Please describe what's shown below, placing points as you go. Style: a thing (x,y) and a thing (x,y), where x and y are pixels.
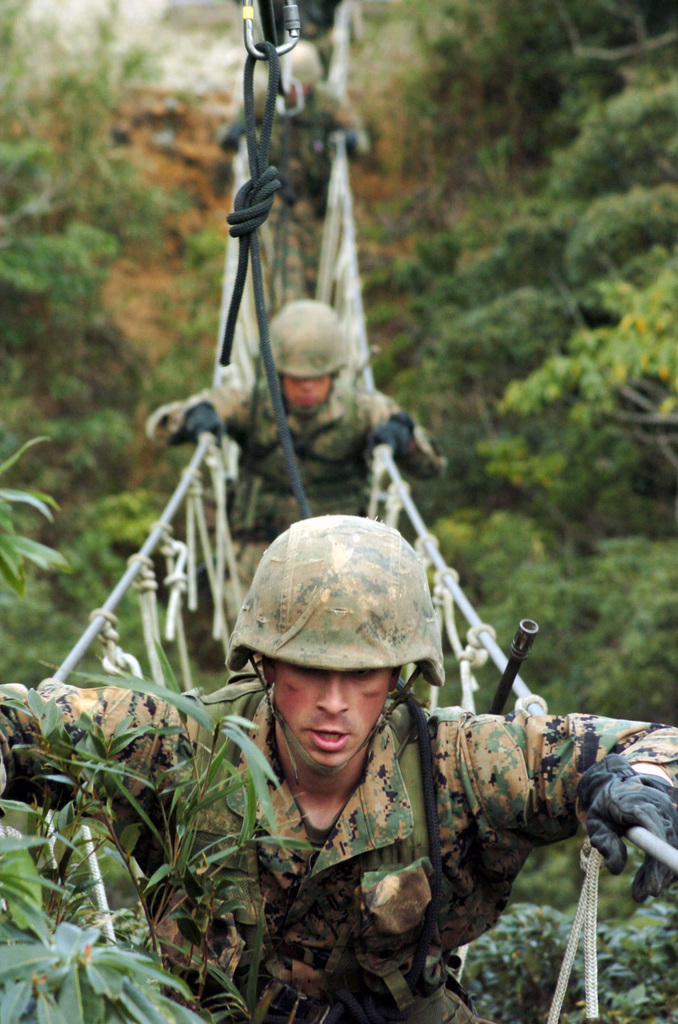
In this image I can see a bridge (163,550) in the center (371,411) and on it I can see few people (323,1002) are standing. I can see they all are wearing uniforms (226,954), gloves (400,421) and helmets (297,576). Both side of this bridge (338,68) I can see number of trees (546,91) and I can see this image is little bit blurry in the background (333,246).
